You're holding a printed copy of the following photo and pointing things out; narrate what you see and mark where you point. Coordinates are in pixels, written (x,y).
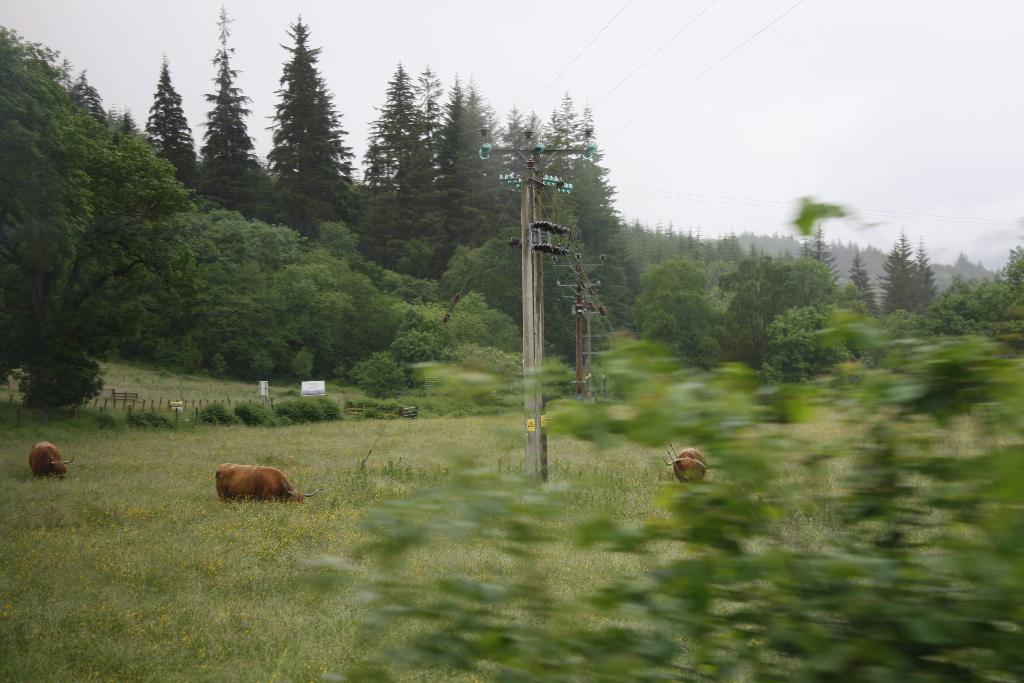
This picture is clicked outside the city. In the foreground (382,573) we can see the grass (657,507). In the center (543,441) we can see the group of animals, plants (336,410) and poles (586,378). In the background (854,108) we can see the sky (831,86), cables (702,72) and trees (467,316).
